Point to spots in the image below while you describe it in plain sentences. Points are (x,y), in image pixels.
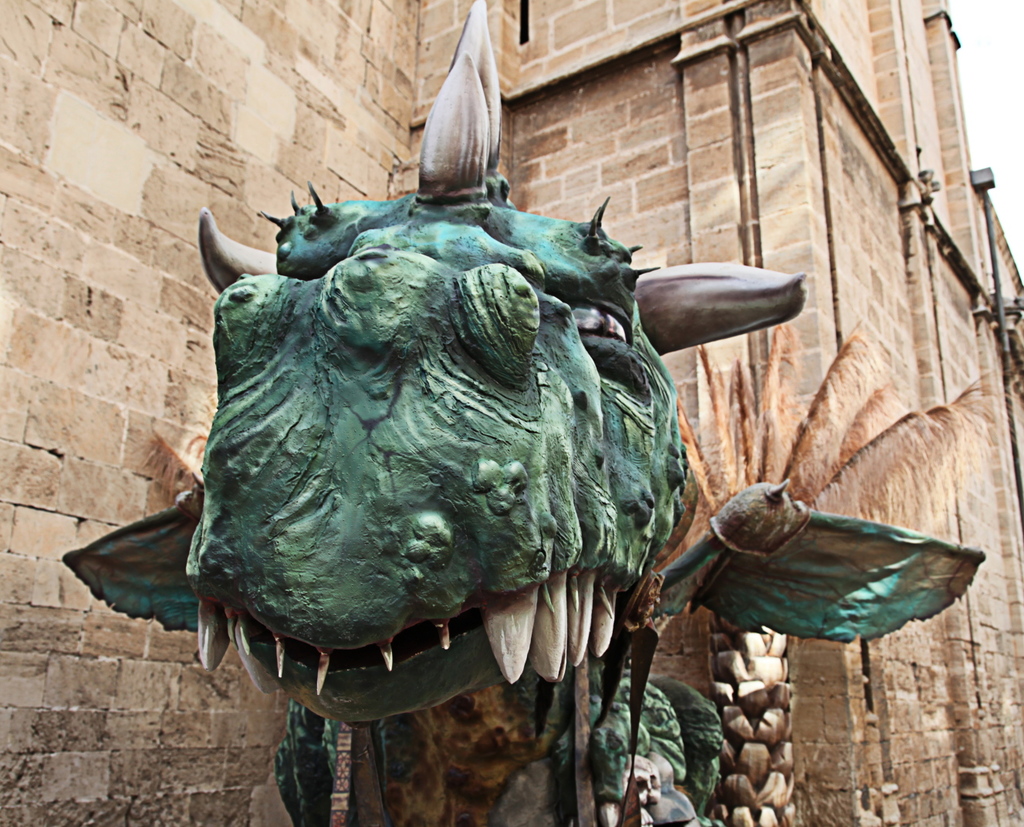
In this image there is a dragon statue (473,556) in the middle (414,547). In the background (538,58) there is a wall (323,77). On the right side (763,698) there is a dry palm tree (773,699) beside the wall (816,720).
